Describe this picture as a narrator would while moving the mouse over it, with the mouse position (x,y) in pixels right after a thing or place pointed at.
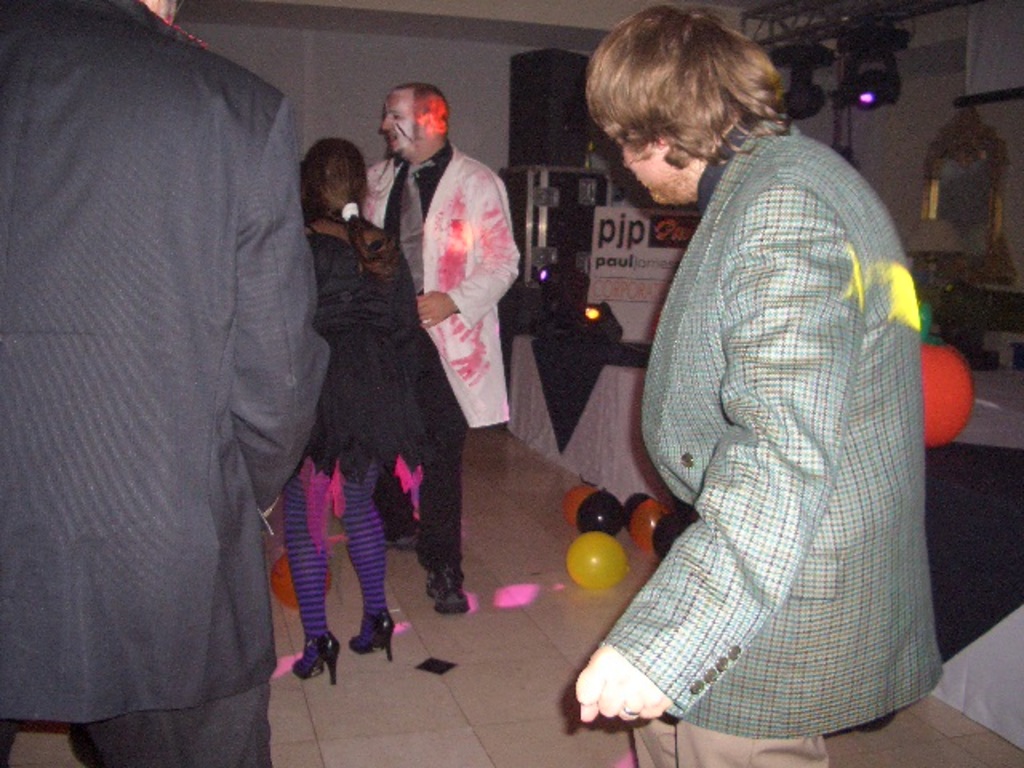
In this picture there are few persons (373,591) standing and there are balloons (595,550), stage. lights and some other objects (674,237) in the background (931,159).
